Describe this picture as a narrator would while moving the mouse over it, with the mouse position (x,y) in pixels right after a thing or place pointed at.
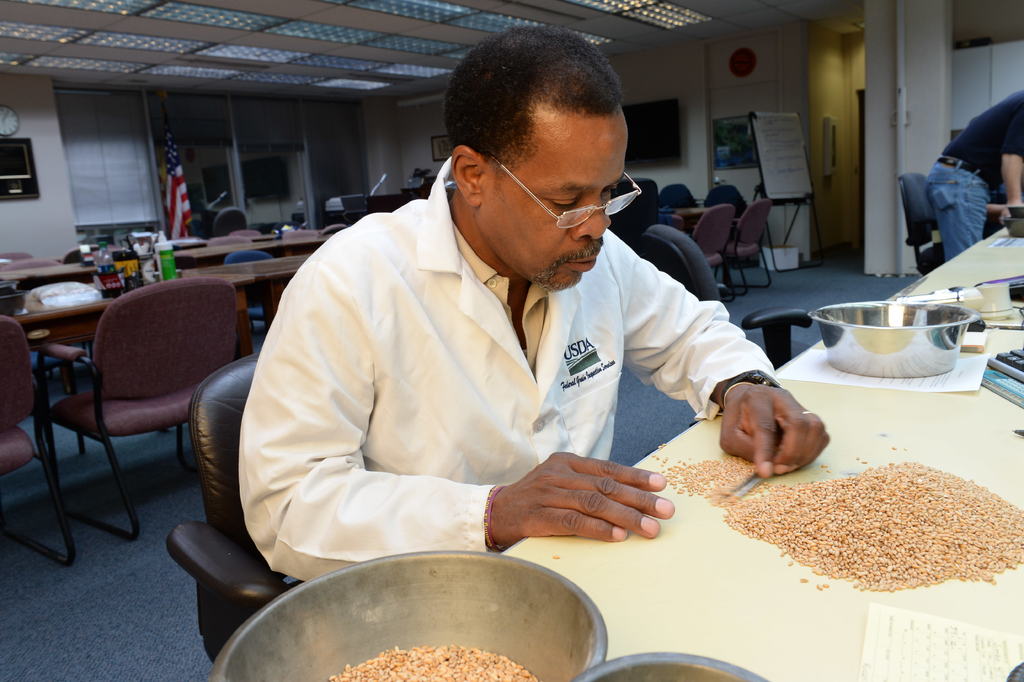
In the center (474,355) we can see one man (459,397) sitting on the chair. In front (739,598) there is a table (727,574), on table (743,547) we can see bowl (944,362), papers (951,379), keyboard (1017,368), cup (987,292). On the right top (935,164) we can see one man (979,150) standing. In the background (771,72) there is a flag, wall (370,139), clock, tables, chairs (912,192), board (776,164), door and few other objects (246,153).
